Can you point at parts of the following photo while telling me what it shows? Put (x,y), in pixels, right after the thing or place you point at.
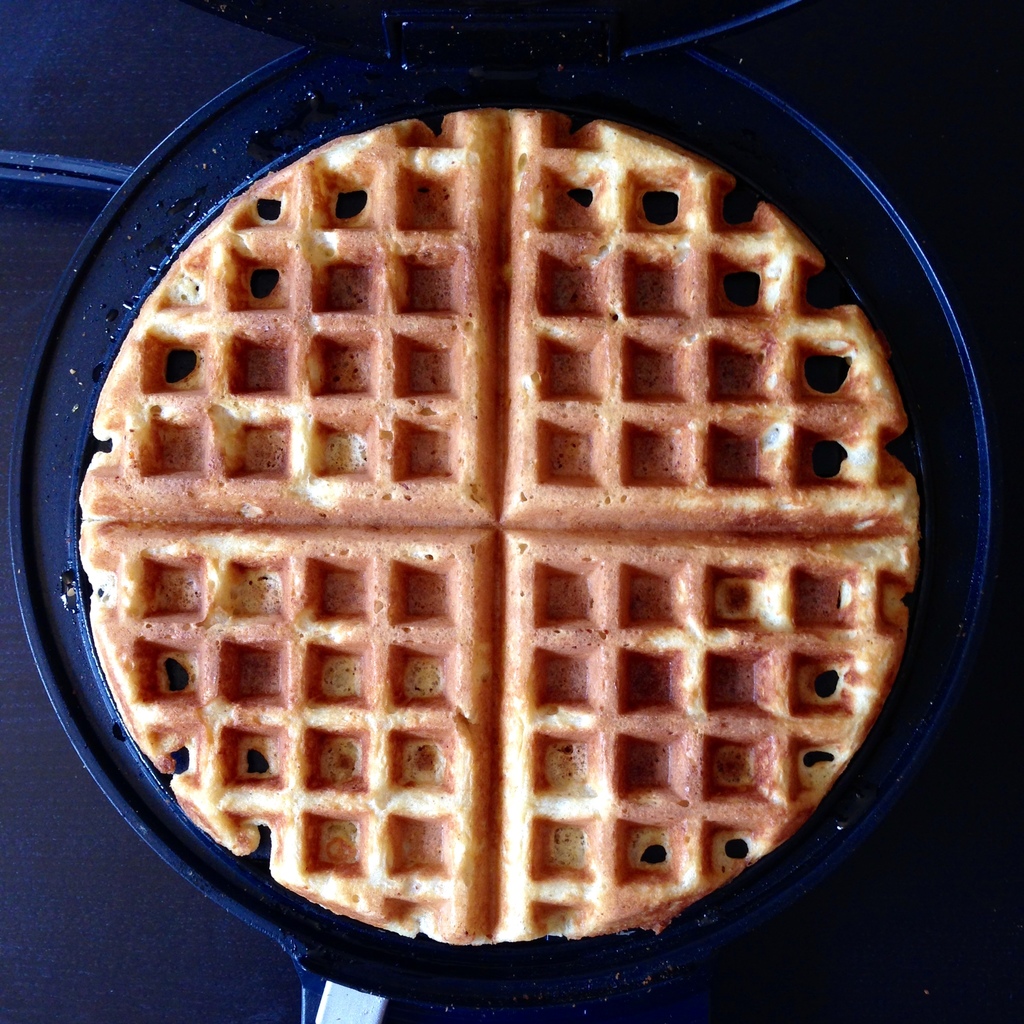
In this picture there is a bread (615,269) in the pan (229,909) which is placed on the black table (812,975).
